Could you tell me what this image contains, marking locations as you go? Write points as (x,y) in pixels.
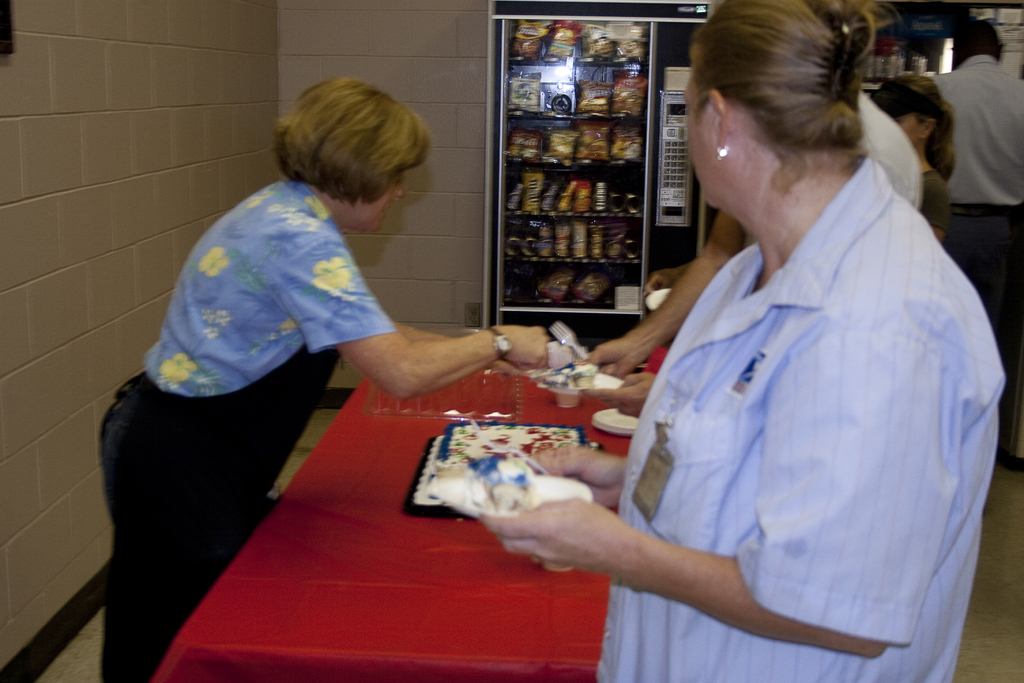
In this image we can see a few people (615,457), some of them are holding plates (539,488) with some food item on it, there is a cake (459,466) on the table (394,488), there is a fork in the hands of a person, there are some food items (583,291), and bottle (892,56) in the fridge (900,42), also we can see the wall (156,59).
